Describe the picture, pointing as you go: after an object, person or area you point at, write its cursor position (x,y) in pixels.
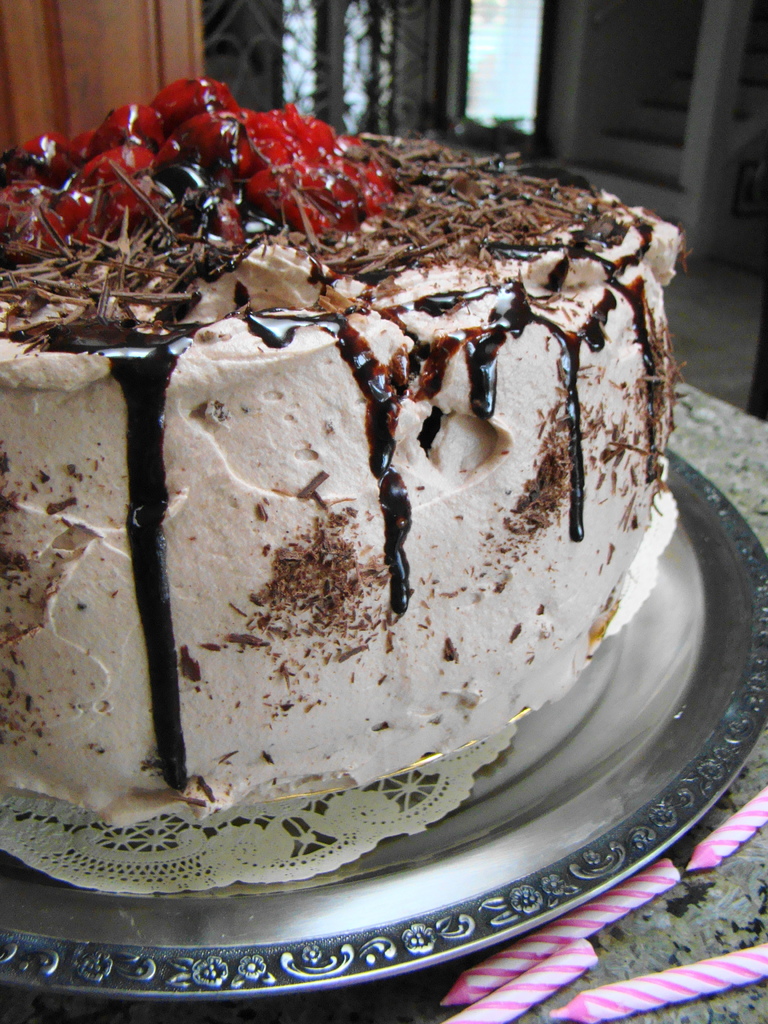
In this image we can see a cake (253,556) on a plate (485,931). And it is on a surface (605,938). Near to the plate (606,864) there are candles (565,940). In the background (637,103) we can see steps (638,118). And it is blurry in the background (724,209).
